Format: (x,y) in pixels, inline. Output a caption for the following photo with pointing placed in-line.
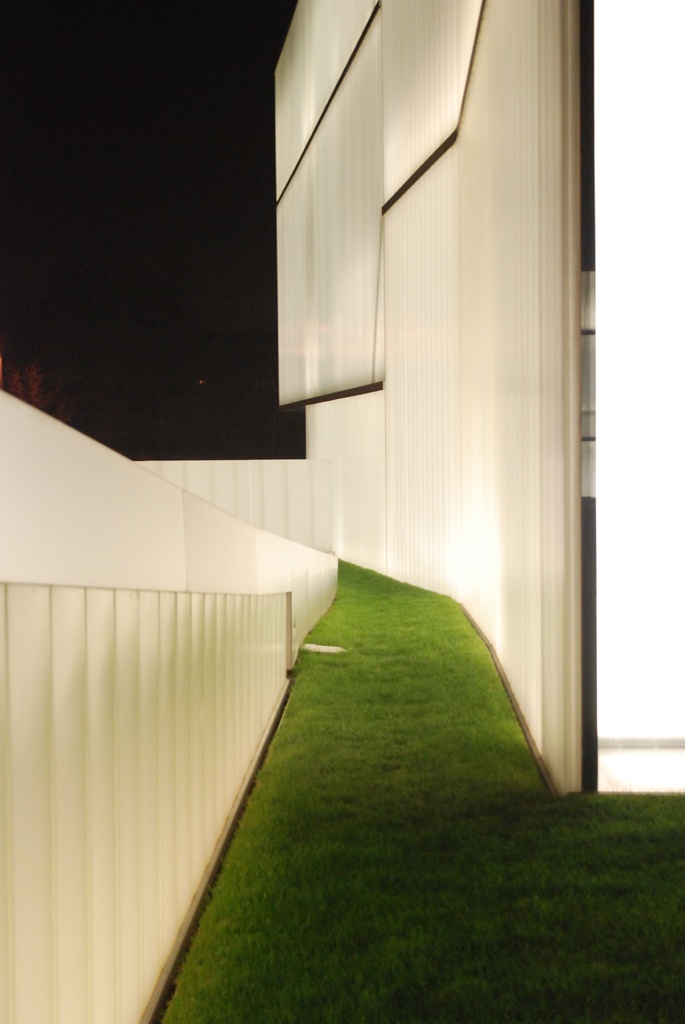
In this image I see the white walls (348,483) and I see the green grass (494,710) and It is dark in the background (204,179).
